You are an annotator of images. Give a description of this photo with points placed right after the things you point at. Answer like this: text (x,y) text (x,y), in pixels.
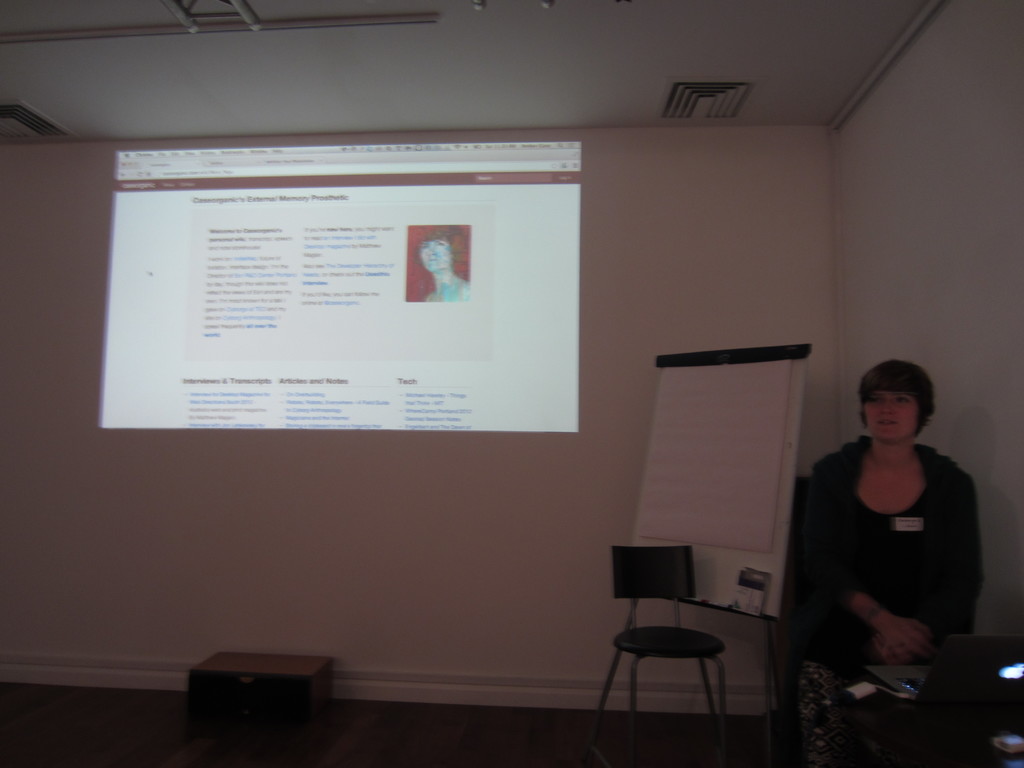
In this picture we can see a lady (873,626) sitting on the chair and there is also a screen (319,349) on the wall (211,494).
